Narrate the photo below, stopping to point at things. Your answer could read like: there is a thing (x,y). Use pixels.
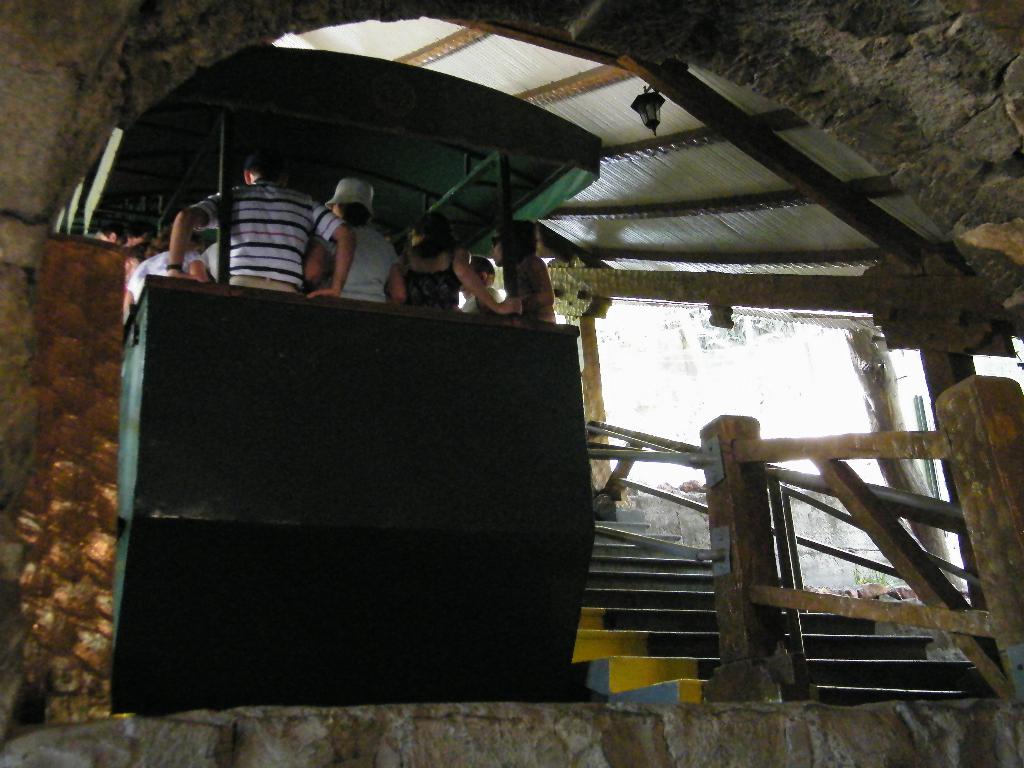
In the middle of the image (546,284) few people (494,255) are standing. Beside them there are some steps (635,532) and fencing (818,448). At the top of the image (833,162) there is roof (821,143).
